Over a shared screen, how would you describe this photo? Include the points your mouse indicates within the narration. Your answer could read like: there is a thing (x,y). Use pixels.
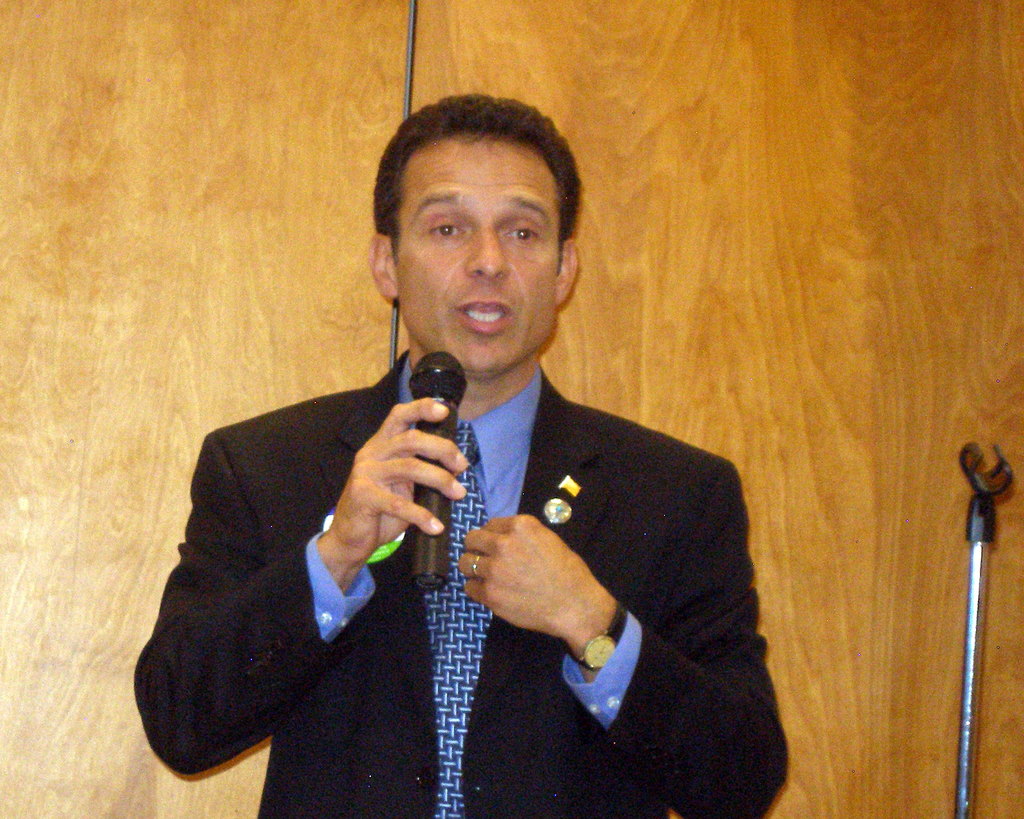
There is a man (451,553) who is standing and holding a microphone (422,497) in his hand (383,518). He is wearing a coat (314,495), blue shirt (342,615) and a tie (448,636). He is wearing a watch (597,649). The man (565,609) is speaking. Behind the man (503,294) there is a wall (755,235) and a microphone stand (975,563). Behind the man (534,144) there is wire (410,31).
